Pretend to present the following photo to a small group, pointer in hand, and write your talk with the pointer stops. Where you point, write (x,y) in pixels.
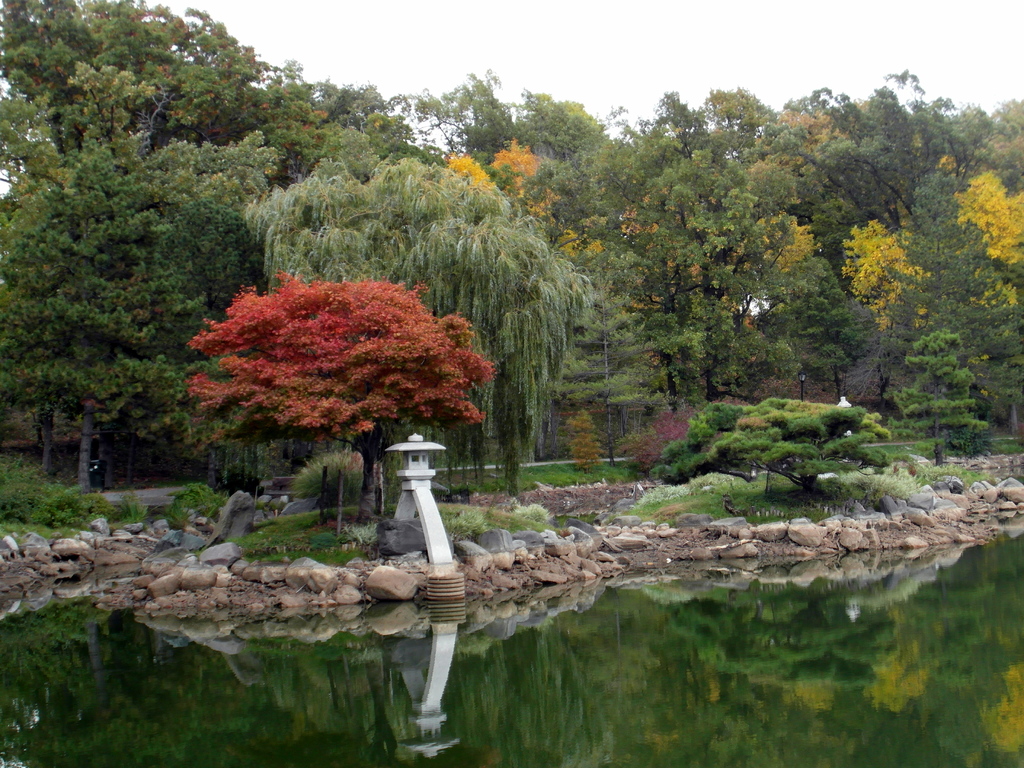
At the bottom of the image (637,662) there is a pond (833,596). In the background (583,57) there is a pole (390,449), trees (522,324) and sky (655,63). We can see stones (800,536).
